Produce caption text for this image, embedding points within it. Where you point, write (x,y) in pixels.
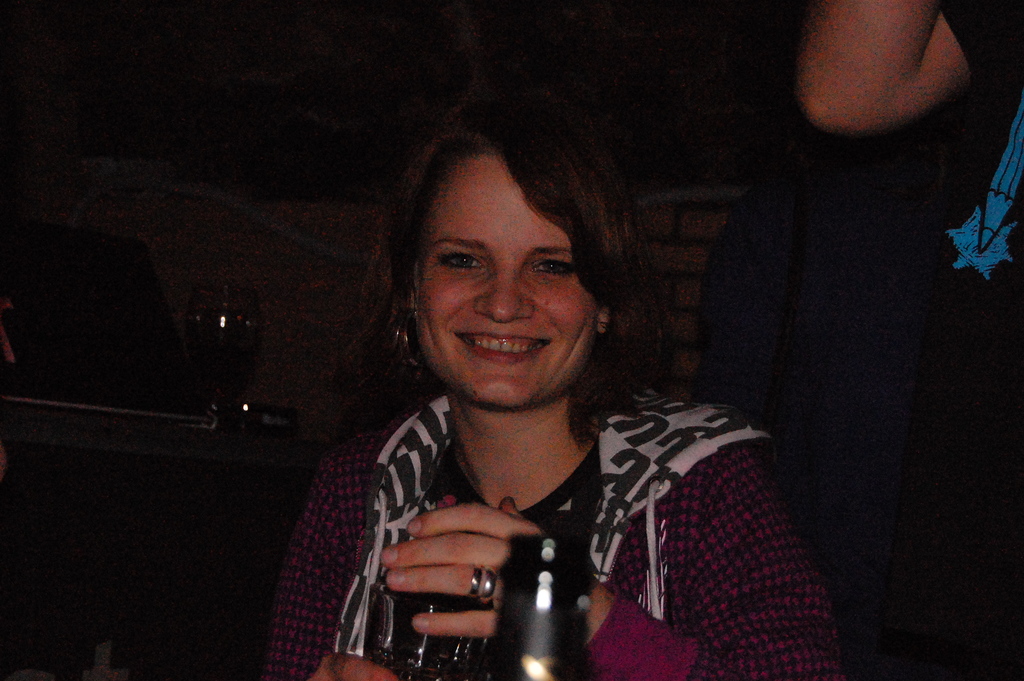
In this picture we can see a woman (485,218) smiling, bottle (556,594), glass (233,358) and a person (828,123) standing and in the background (778,110) it is dark.
